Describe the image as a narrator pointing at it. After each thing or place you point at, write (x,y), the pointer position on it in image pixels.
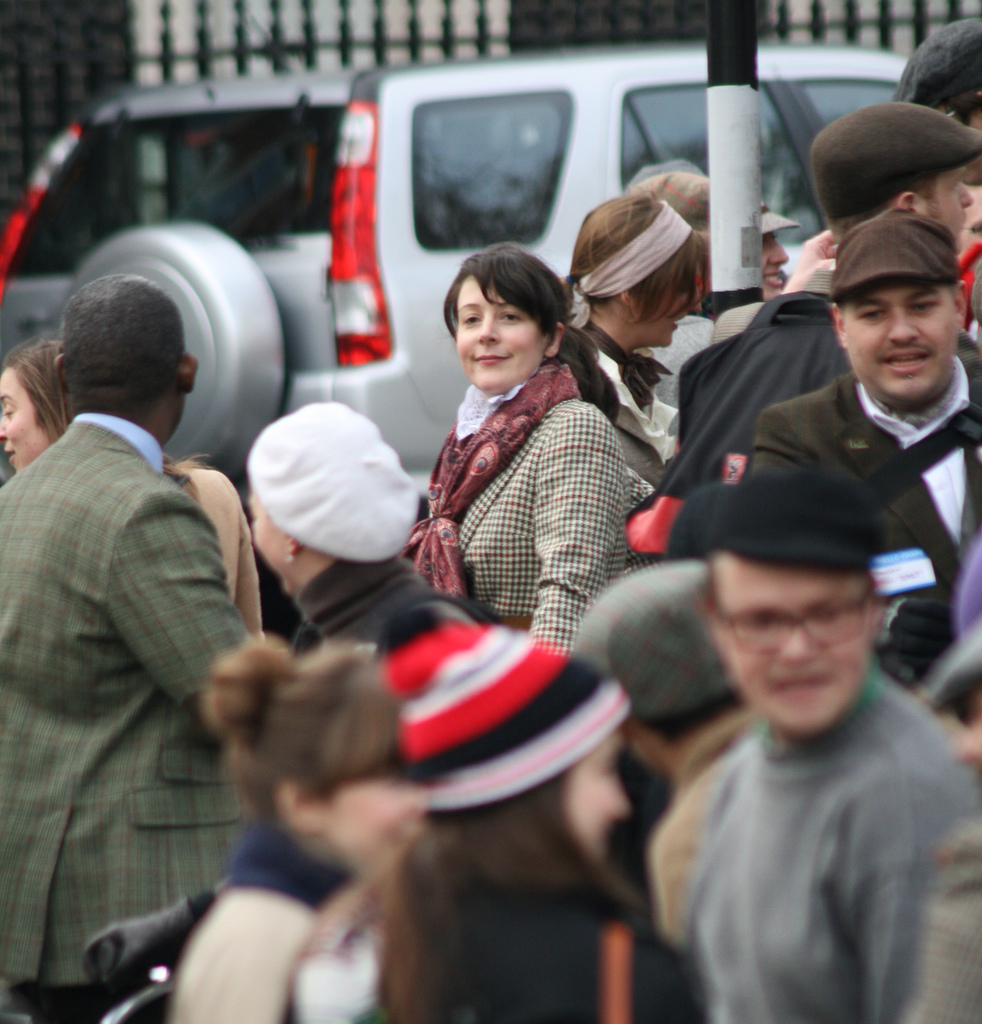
In this picture I can observe some people (648,412) walking on the road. In the middle of the picture (505,416) there is a woman (543,428). I can observe men (110,640) and women (499,349) in this picture. On the right side (741,53) there is a pole (745,184). In the background (430,152) I can observe a car (380,230).
